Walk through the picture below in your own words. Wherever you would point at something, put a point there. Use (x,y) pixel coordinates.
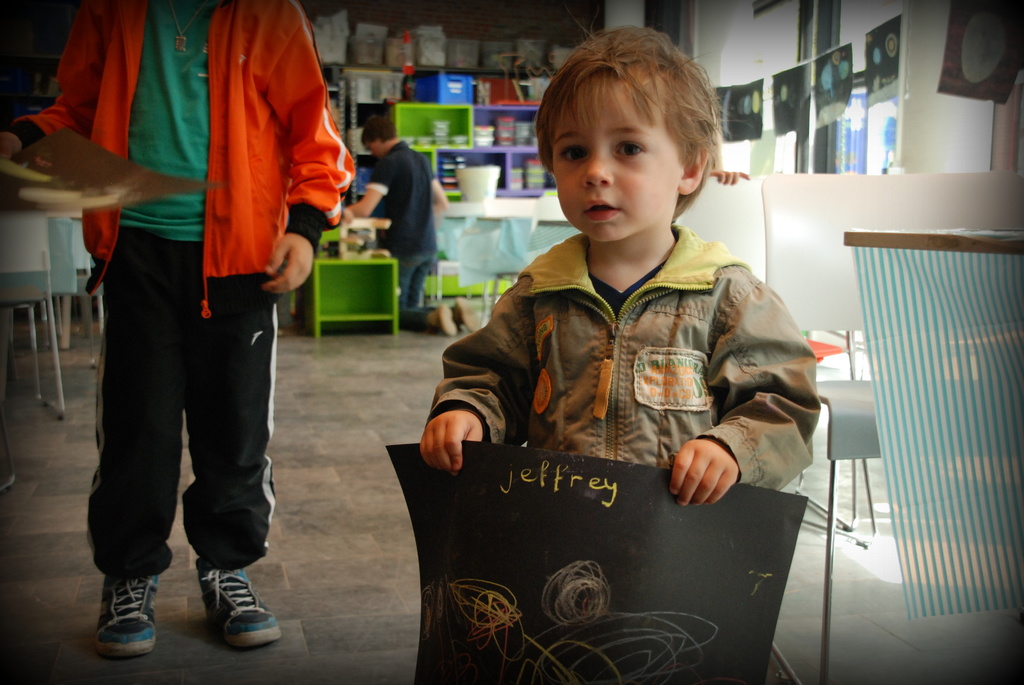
In this image we can see a boy (655,447) is standing and holding black paper (553,595) in his hand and he is wearing jacket (671,359). Beside one more boy (140,128) is there, who is wearing green t-shirt (190,125), orange jacket (277,139) with black track (125,382) and holding brown paper (47,189) in his hand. Background of the image (384,131) one person (410,243) is sitting on his knee (411,319) and doing some work and so many things (464,90) are kept in rack (496,109). Right side of the image (817,205) white color chairs (778,206) are there.
